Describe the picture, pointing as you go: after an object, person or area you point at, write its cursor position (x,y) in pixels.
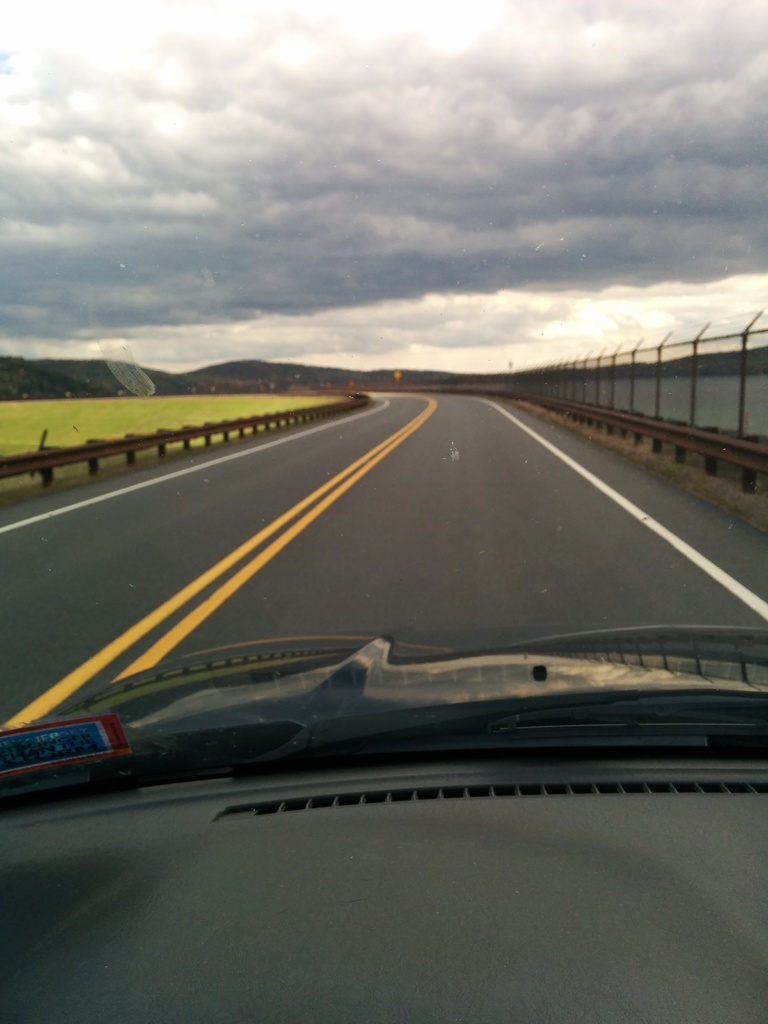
This is a picture captured from inside a vehicle (405,680), and in the background (390,612) there is road (439,399), grass (239,399), hills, sky (432,233).
